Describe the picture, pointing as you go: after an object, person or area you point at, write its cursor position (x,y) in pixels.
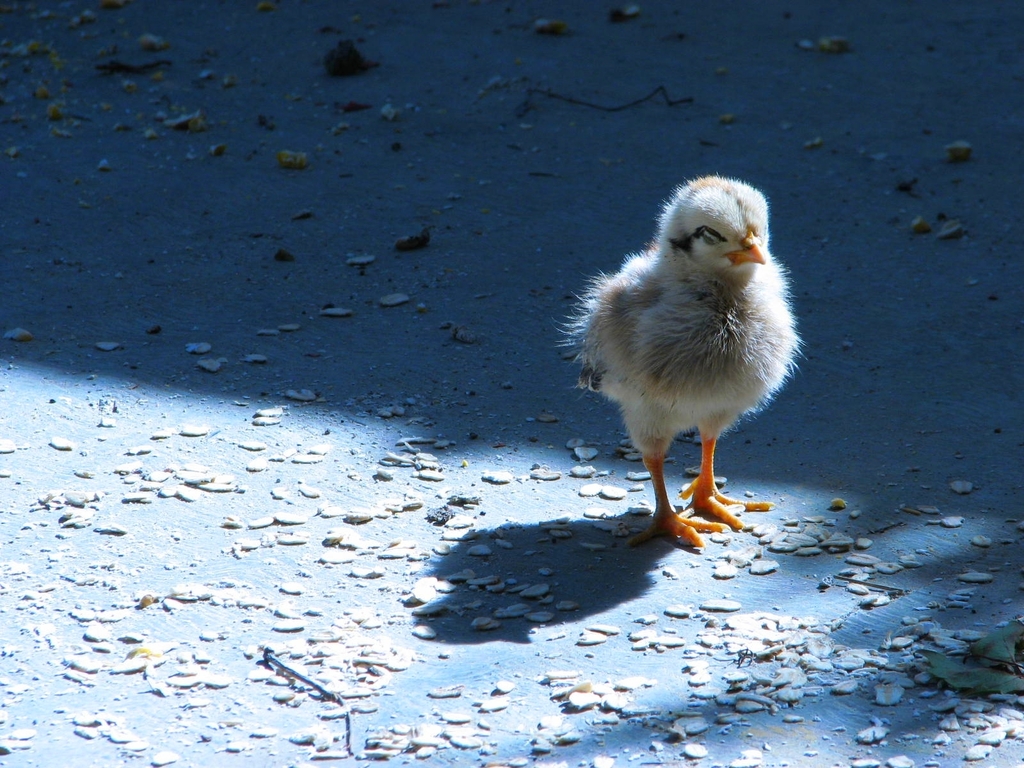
This is a bird (716,371) on the ground (745,597), these are objects (765,618).
